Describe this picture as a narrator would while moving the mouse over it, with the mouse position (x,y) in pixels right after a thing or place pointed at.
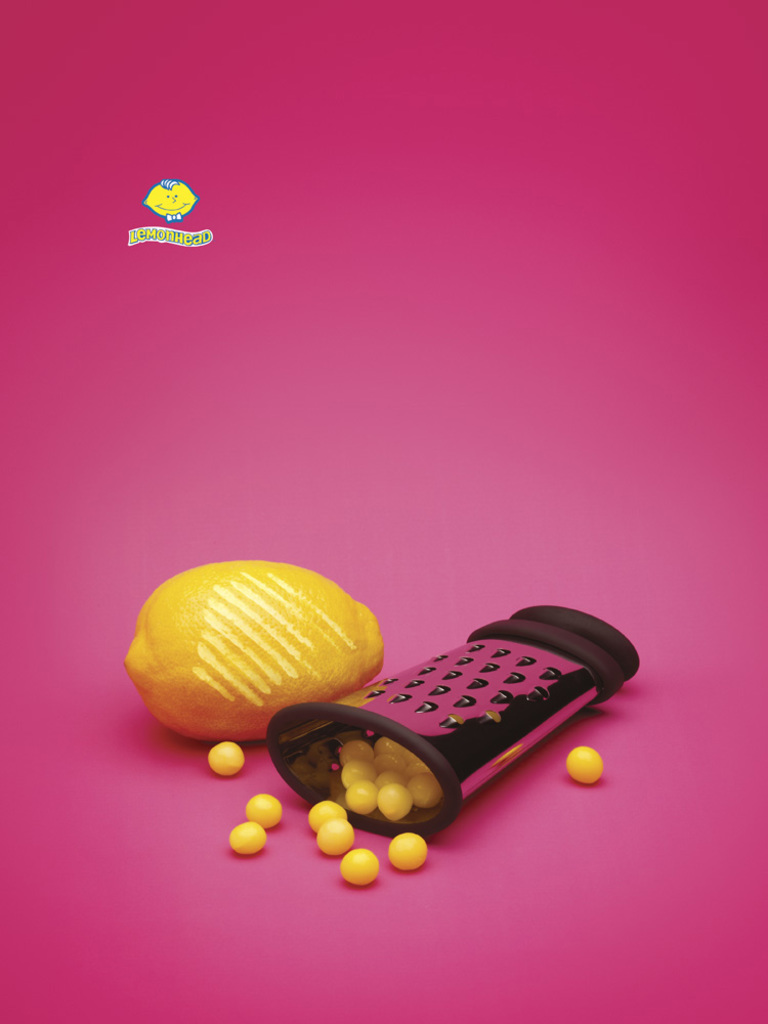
In this image, we can see a lemon (266,671), candies (395,749) and there is an object (484,706). At the top (152,229), there is a logo (152,229) and we can see some text (188,243) on the pink surface (492,360).
